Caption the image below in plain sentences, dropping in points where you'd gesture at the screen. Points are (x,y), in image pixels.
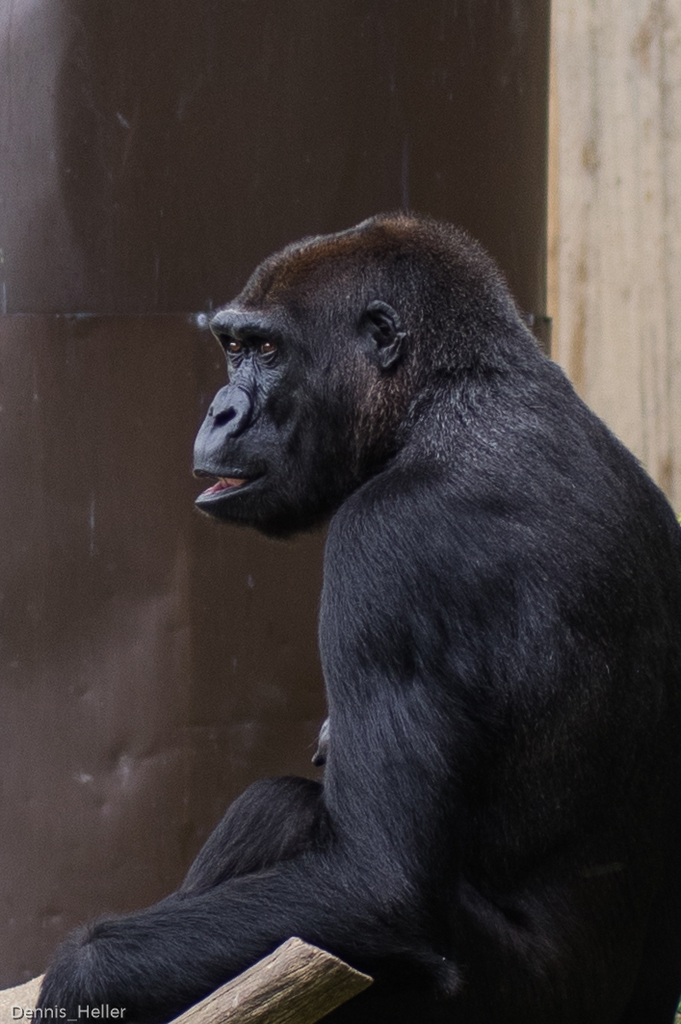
In this image, we can see a gorilla (425,694) and at the bottom (44,1007), there is some text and we can see a wood log (249,979). In the background (449,117), there is a wall (423,174).
